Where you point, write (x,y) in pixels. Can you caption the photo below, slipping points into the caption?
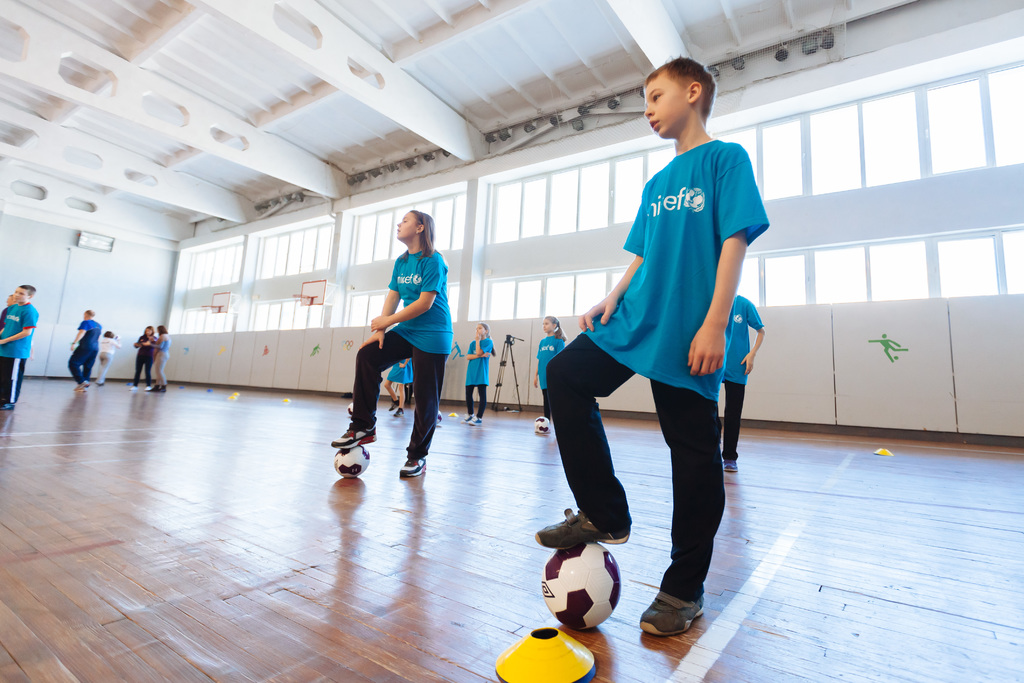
In this picture, we can see a group of people (403,338) standing on the floor (268,522) and some people (396,414) are walking and on the floor (452,504) there are balls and other things (567,647). Behind the people (650,372) there is a wall (454,332) with windows (595,289) and lights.
